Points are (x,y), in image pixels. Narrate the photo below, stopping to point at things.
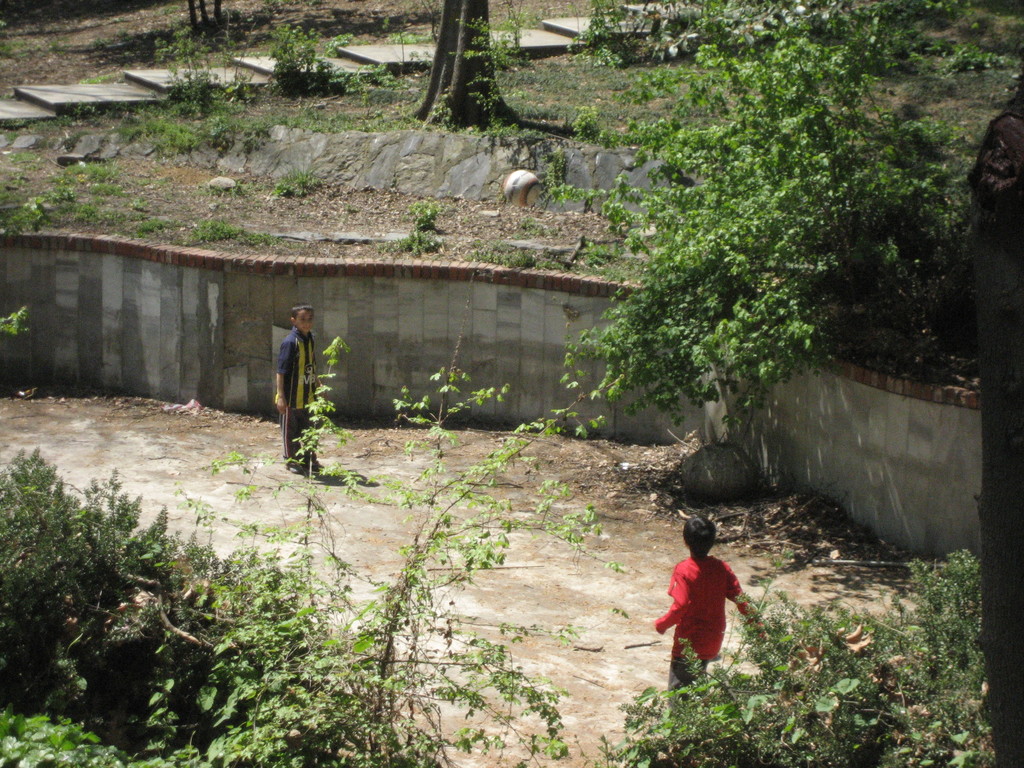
As we can see in the image there is a wall (506,334), two people (292,393) over here, plants (167,603) and trees (808,177).
